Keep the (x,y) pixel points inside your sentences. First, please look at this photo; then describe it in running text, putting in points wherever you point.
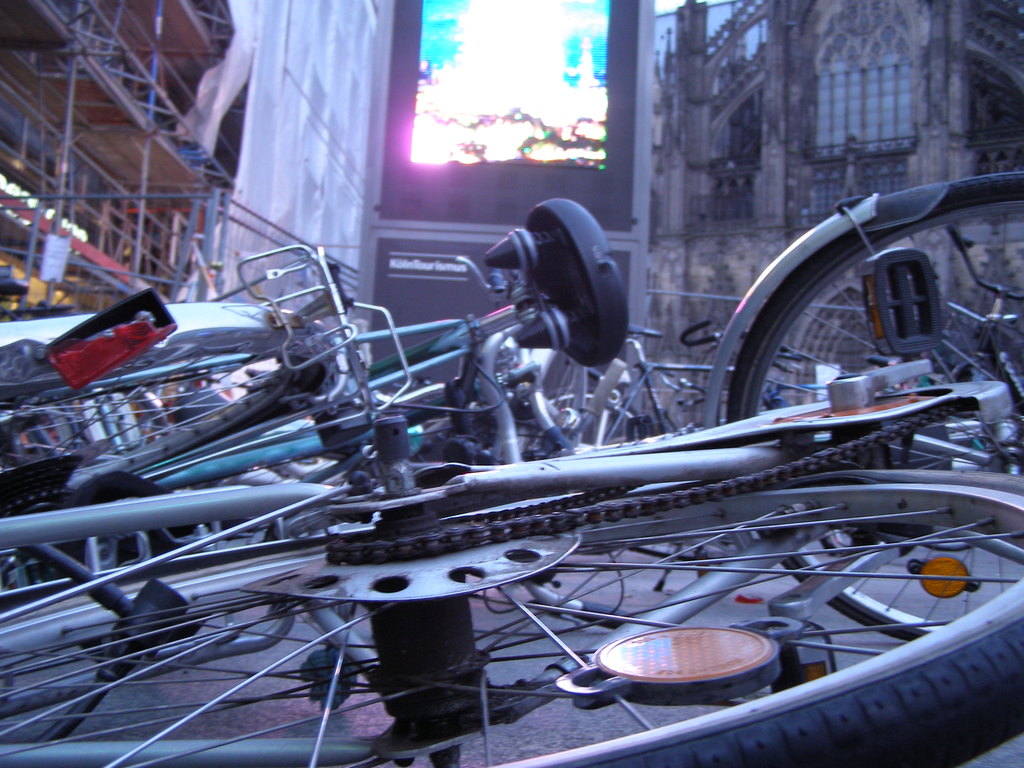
In this picture I can see few bicycles (513,385) and couple of them are on the ground (544,733) and i can see buildings (927,25).
